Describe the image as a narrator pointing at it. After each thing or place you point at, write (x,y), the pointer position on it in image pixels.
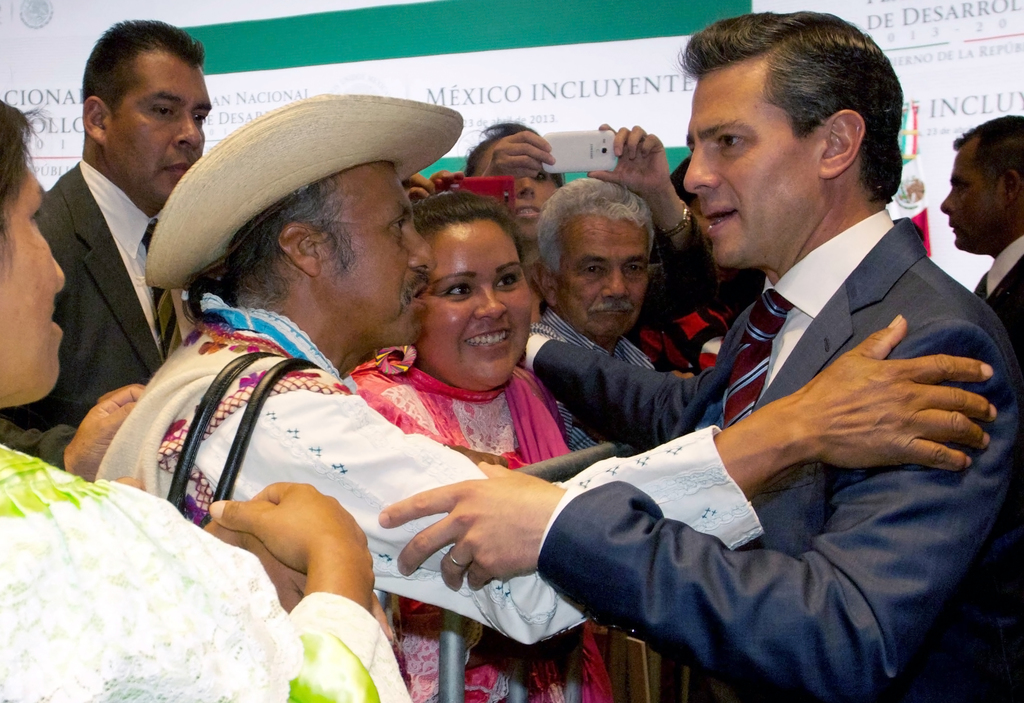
In this image there are two men (329,344) who are holding each others hand (516,485). In the background (556,299) there are few people (527,208) who are taking the pictures with the mobile (563,153). Behind them there are banners (387,19).
